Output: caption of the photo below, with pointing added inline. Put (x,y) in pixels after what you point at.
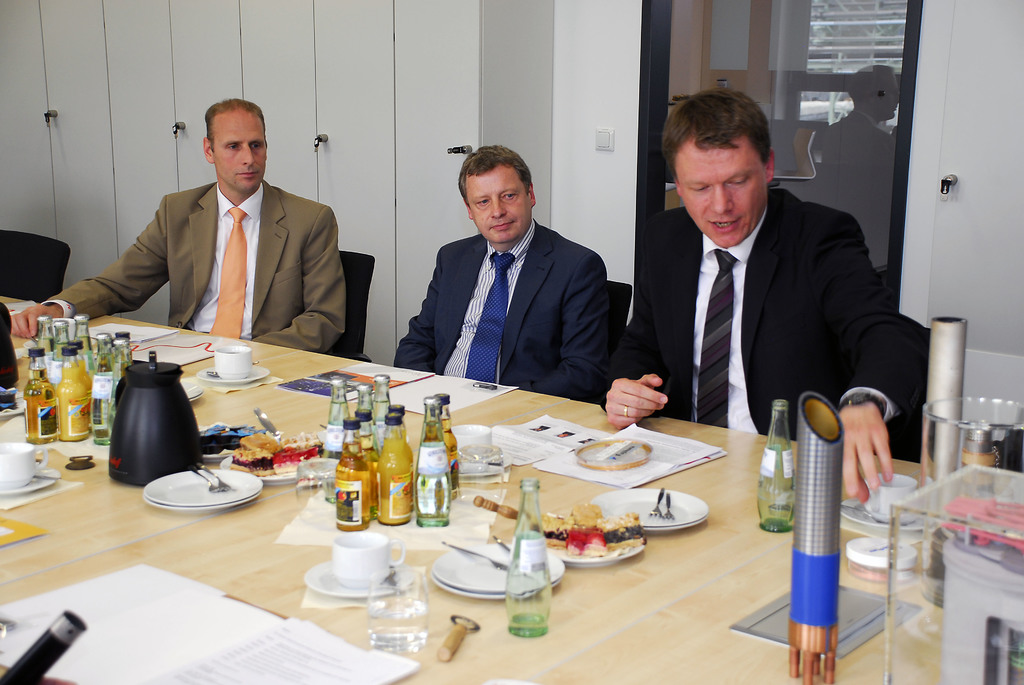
There are three persons (470,261) sitting chairs (348,269) and there is a table (210,412) in front of them which has some eatables (269,453) and drinks (393,471), papers (540,419) on it.
